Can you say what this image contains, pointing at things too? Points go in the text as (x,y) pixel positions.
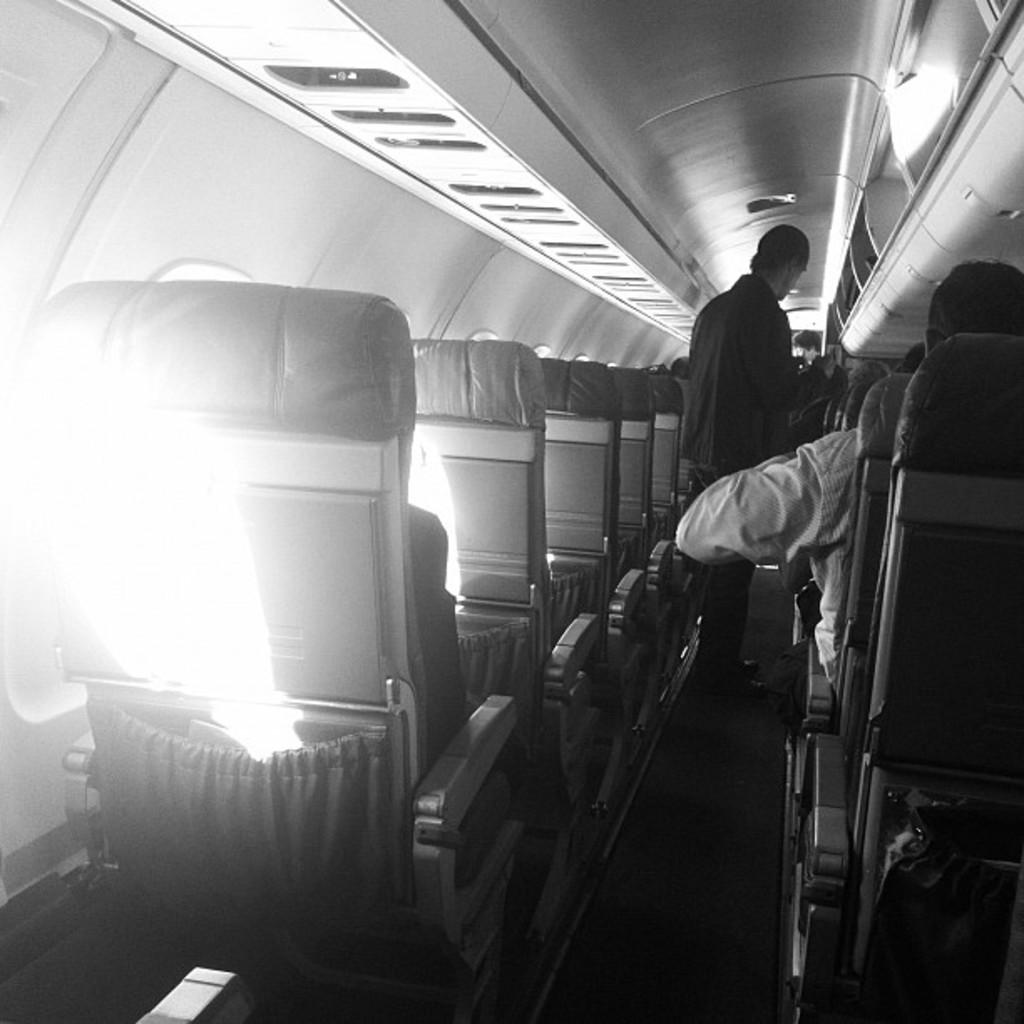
In this picture there is a inside view of the plane (208,811). In the front (224,702) there are some seats (224,702) and a man (719,469) wearing a black color shirt (701,357) is standing. Above on the roof (668,60) there is a ac vent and luggage space (906,135).
